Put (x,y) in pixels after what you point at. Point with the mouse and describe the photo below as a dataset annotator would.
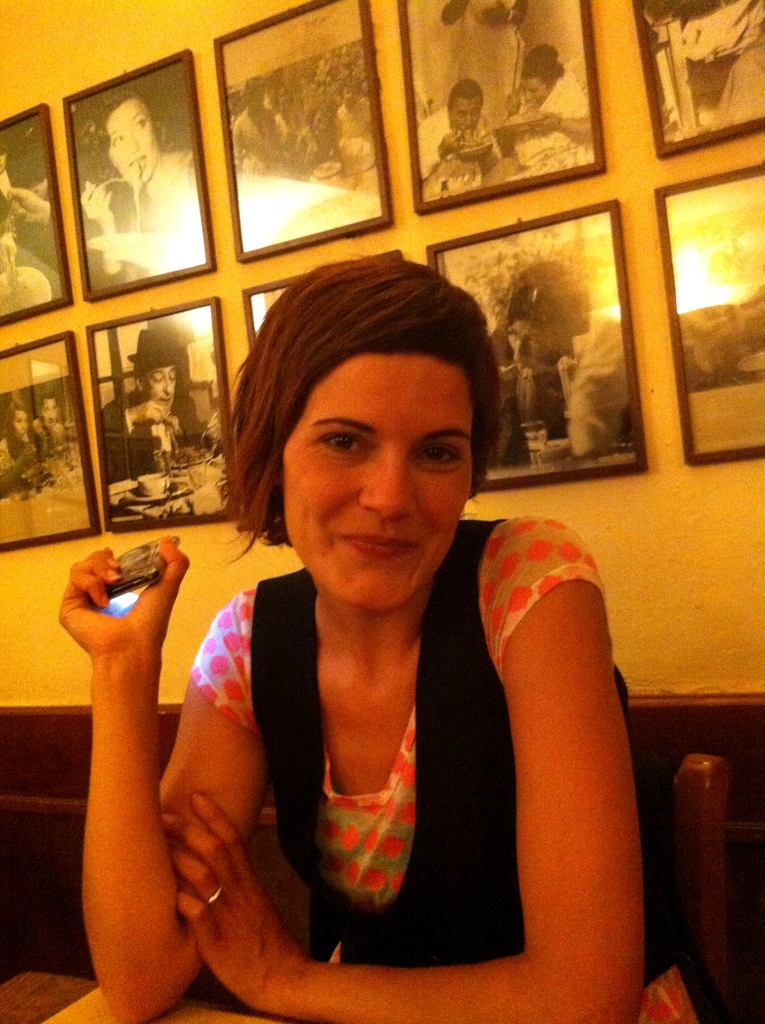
In this image we can see a person (518,699) holding an object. Behind the person (565,539) we can see a wall (645,505). On the wall (596,493) we can see a group of photo frames (265,109) of the persons (505,415).
